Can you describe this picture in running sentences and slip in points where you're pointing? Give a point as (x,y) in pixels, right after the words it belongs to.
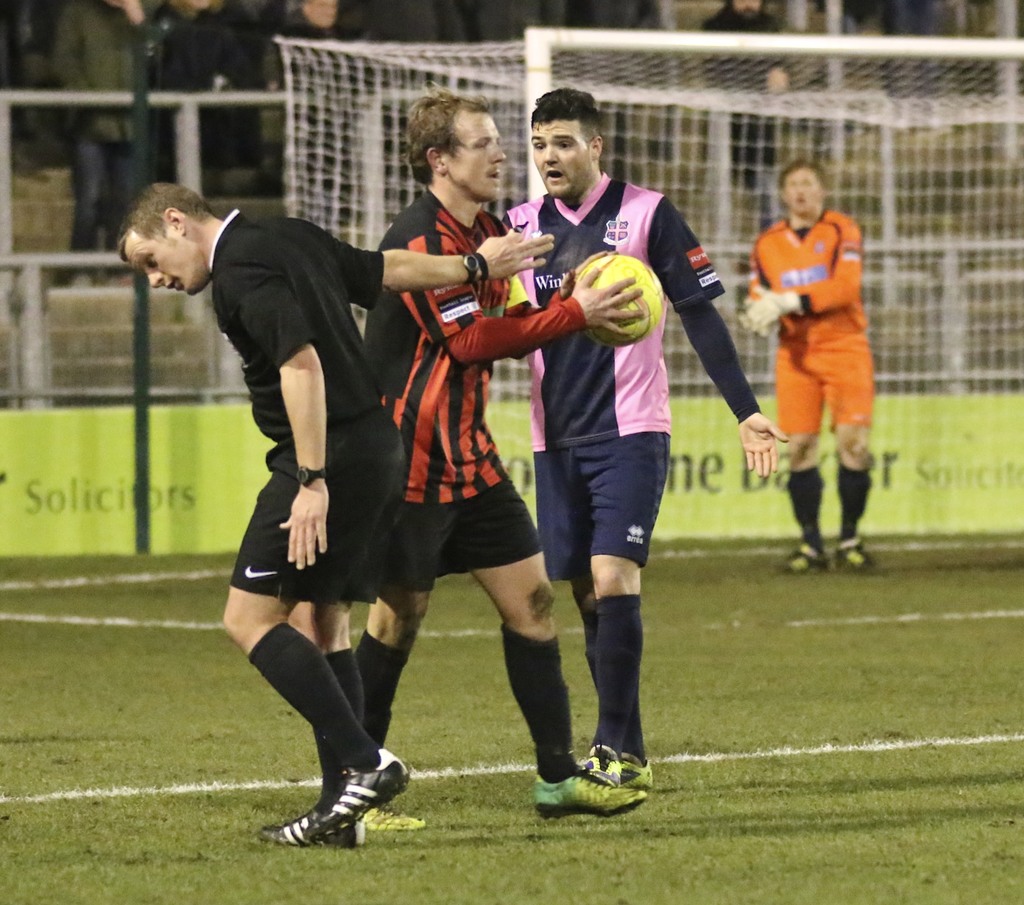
I think this image is taken from the football ground (984,536). There are three people (445,328) standing. One person (441,370) is holding football (627,337). at background (798,259) I can see another person (798,244) near the goal post (877,105). There are few people (243,41) standing and watching the game. This is a green color banner (741,498) which is put across the ground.
